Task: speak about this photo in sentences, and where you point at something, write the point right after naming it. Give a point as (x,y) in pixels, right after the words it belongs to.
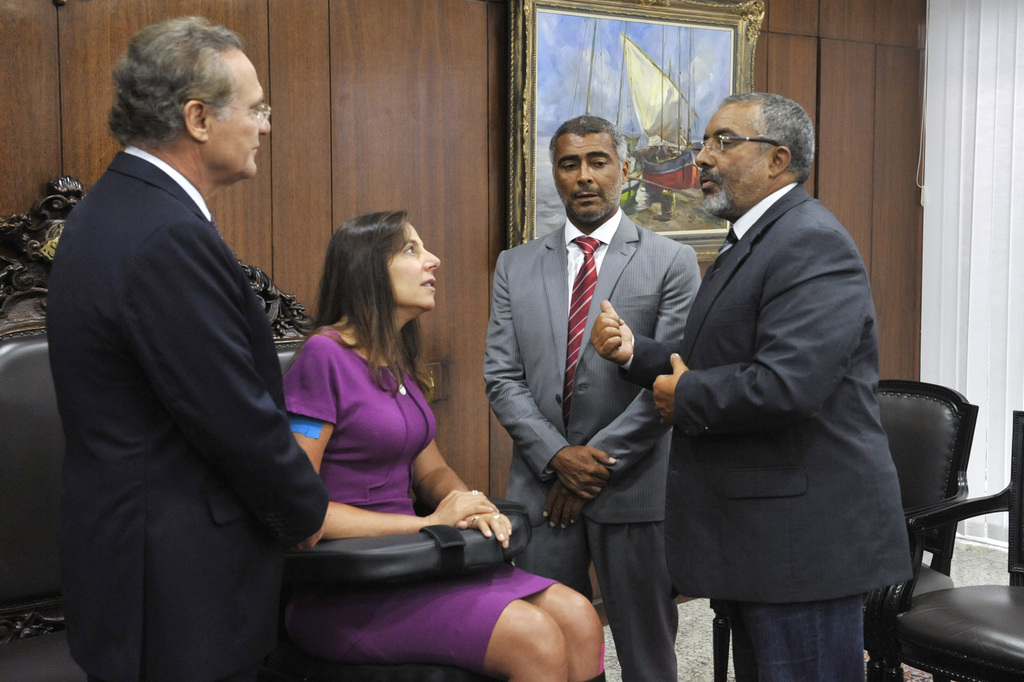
In this picture there is a women (298,433) wearing purple color dress (440,593) sitting on the sofa (392,568) and discussing something with other men (713,357) wearing black color coat (733,463). Behind there is a wooden panel wall (421,90) with painting (538,201) hanging on it and on the right side (975,350) there is a white curtain (983,339).
